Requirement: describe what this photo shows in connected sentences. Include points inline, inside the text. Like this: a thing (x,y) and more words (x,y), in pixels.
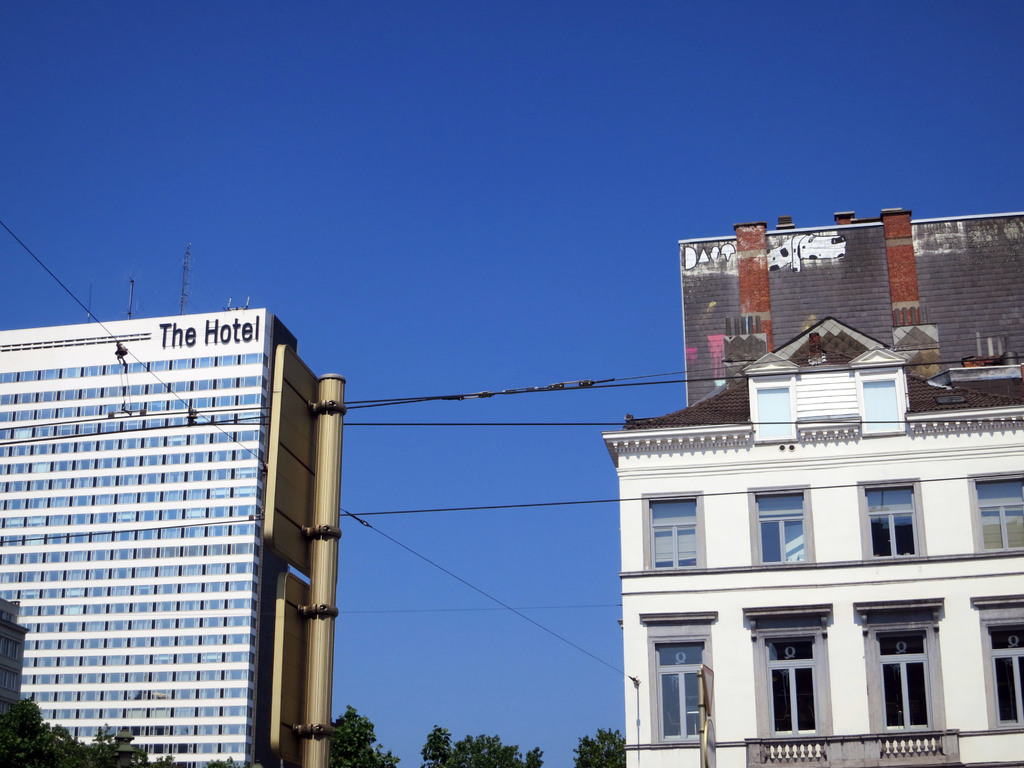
This picture is clicked in the city. Here, we see two buildings (758,459). On the left corner of the picture (170,444), we see a building (196,358) with some text (166,345) written as "THE HOTEL". At the bottom of the picture (42,757), there are many trees (480,762) and at the top of the picture (496,199), we see the sky (508,363). We even see wires (371,405) and electric poles (331,593).
